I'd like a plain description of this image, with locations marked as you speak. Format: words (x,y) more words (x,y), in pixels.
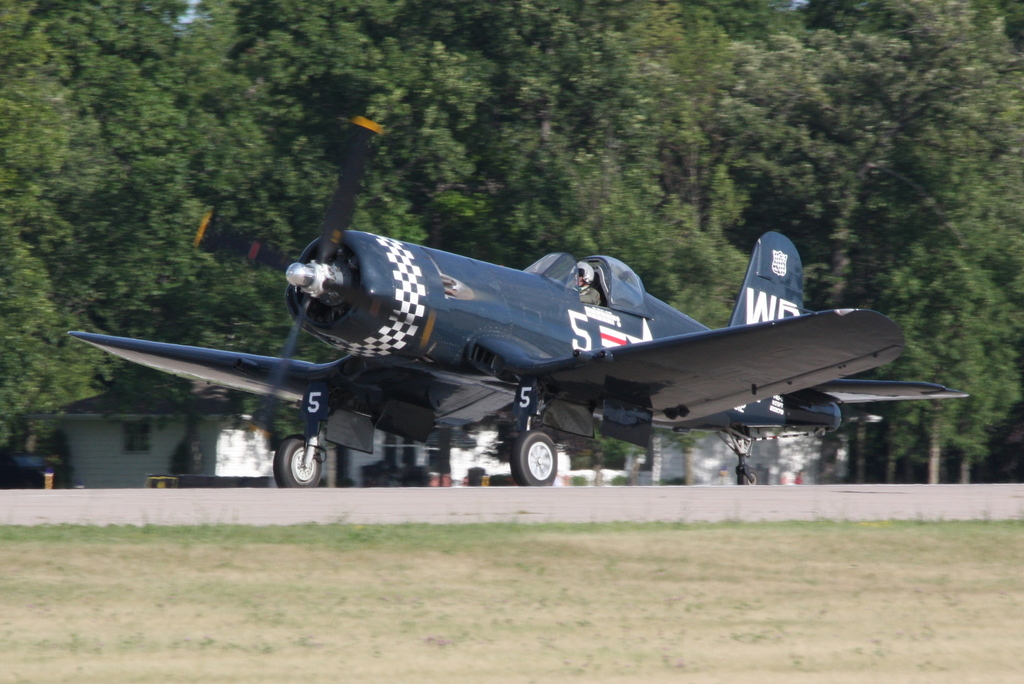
This picture is clicked outside. In the center (490,325) we can see a person (587,288) and an aircraft (471,311) seems to be running on the road (335,511) and we can see the green grass (445,558), trees (872,463), house (99,441) and some other objects (391,460).
